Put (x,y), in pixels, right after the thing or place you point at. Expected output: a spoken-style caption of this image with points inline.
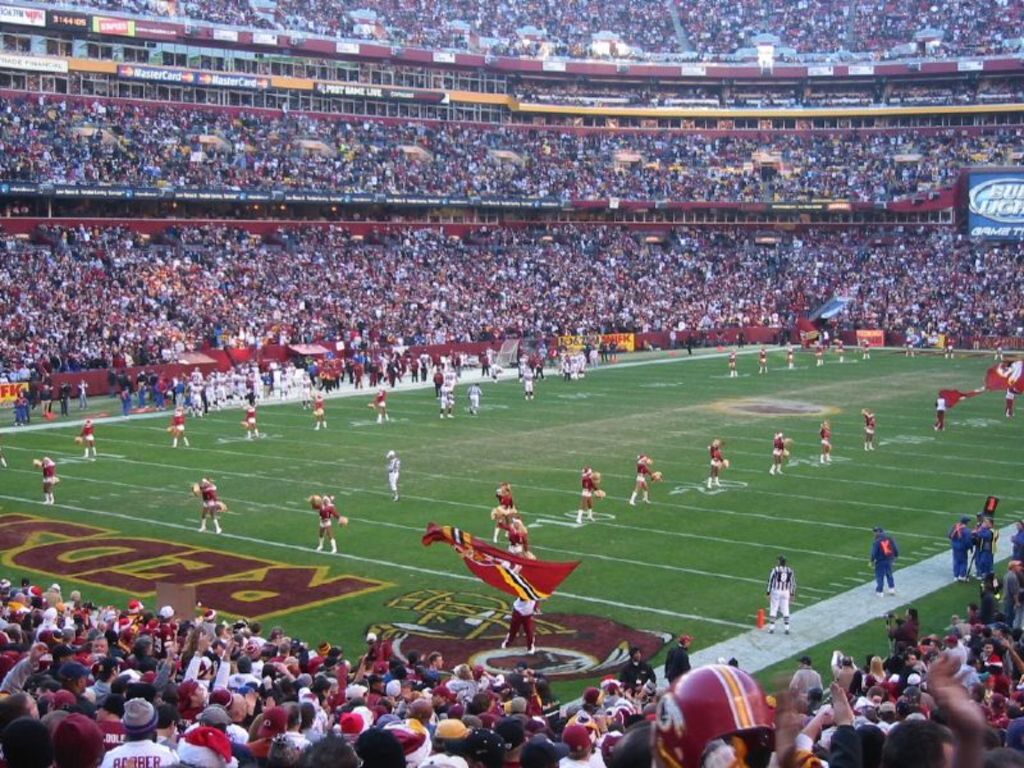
This is a stadium (346,358). We can see a few people (363,365) on the ground (402,552). There is a person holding a flag (449,544). We can see many people (236,172) from left to right. There is a board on the right side (987,187).
